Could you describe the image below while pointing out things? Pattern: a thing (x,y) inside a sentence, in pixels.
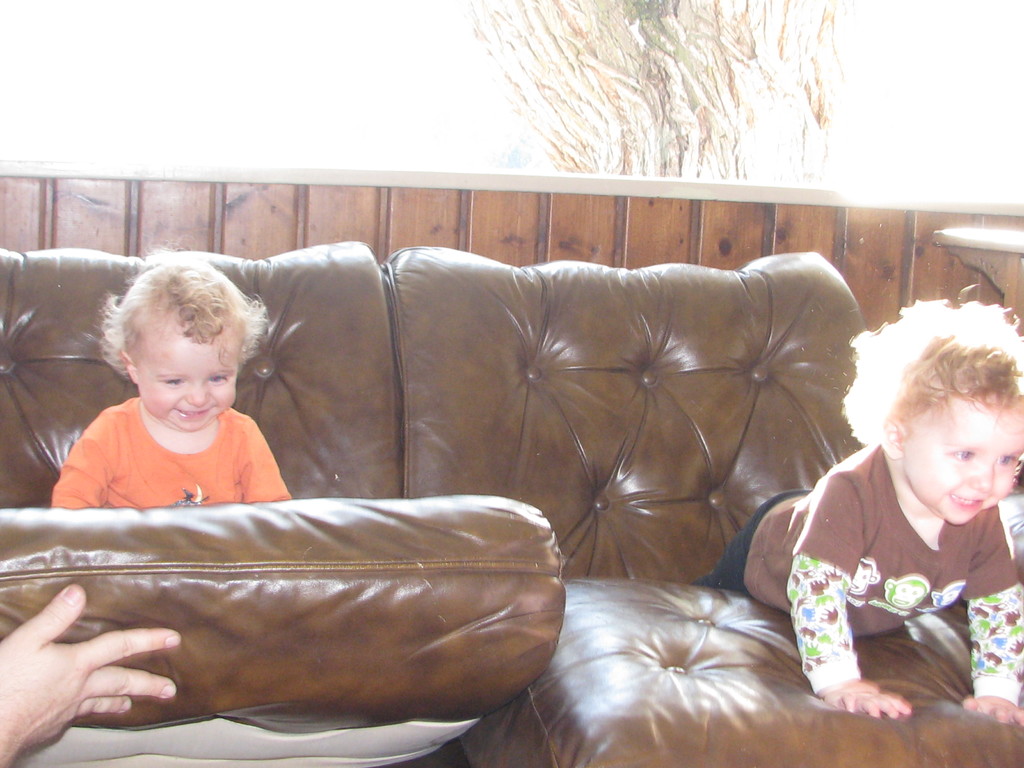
In this picture we can see a couch (519,561) and two baby (819,559) they are playing on the couch (608,580) and one hand (87,671) is holding the couch (253,588).
